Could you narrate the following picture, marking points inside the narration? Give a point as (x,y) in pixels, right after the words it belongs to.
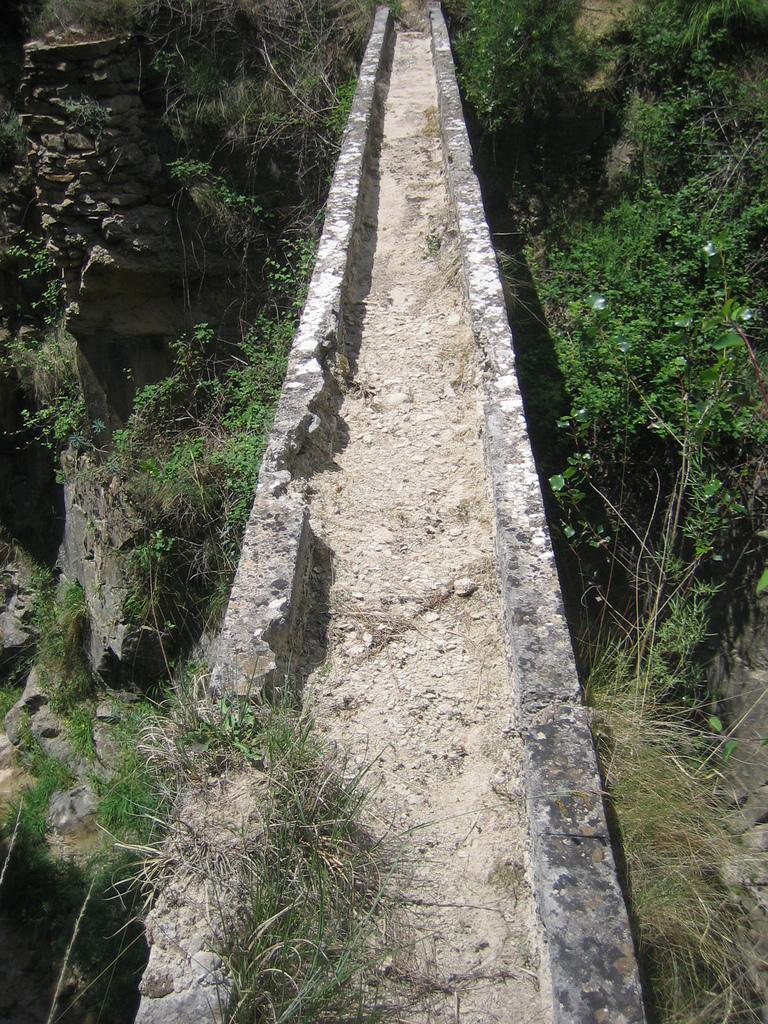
In this image we can see a cement bridge (430,591) and on the right side (557,364) there are few plants (659,301) and grass (683,792) and on the left side (185,292) there are few plants (201,174) grass (47,778) and rock (165,308).
